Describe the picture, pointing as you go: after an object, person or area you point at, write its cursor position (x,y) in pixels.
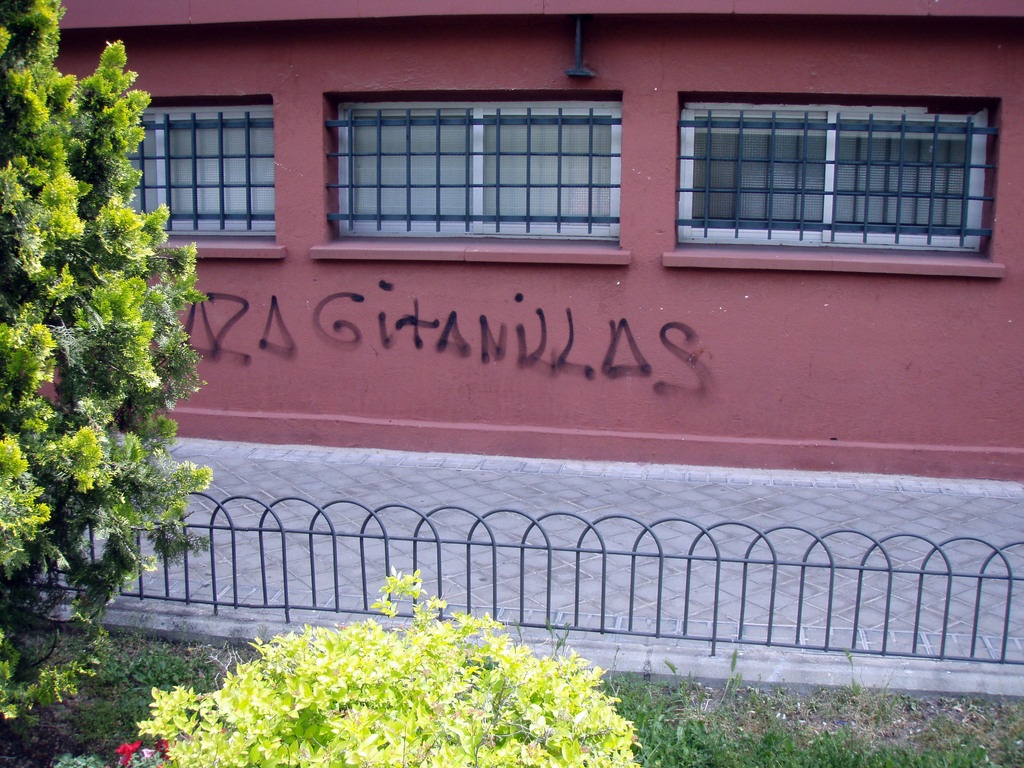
In the picture I can see the grass (826,723), a plant (450,708), a tree (2,487), fence (564,531) and a building (584,315). On the building (550,235) I can see something written on it.
